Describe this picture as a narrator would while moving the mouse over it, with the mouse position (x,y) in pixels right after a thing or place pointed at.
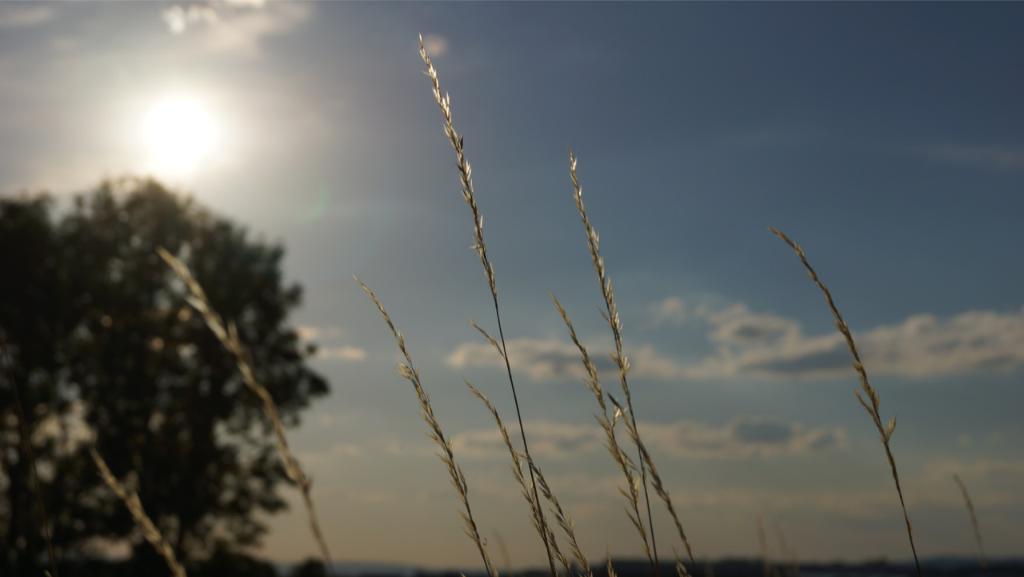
In this image, I can see the grass (470,511) and a tree (180,405). In the background (200,163), there is the sun (176,118) in the sky (358,162).
